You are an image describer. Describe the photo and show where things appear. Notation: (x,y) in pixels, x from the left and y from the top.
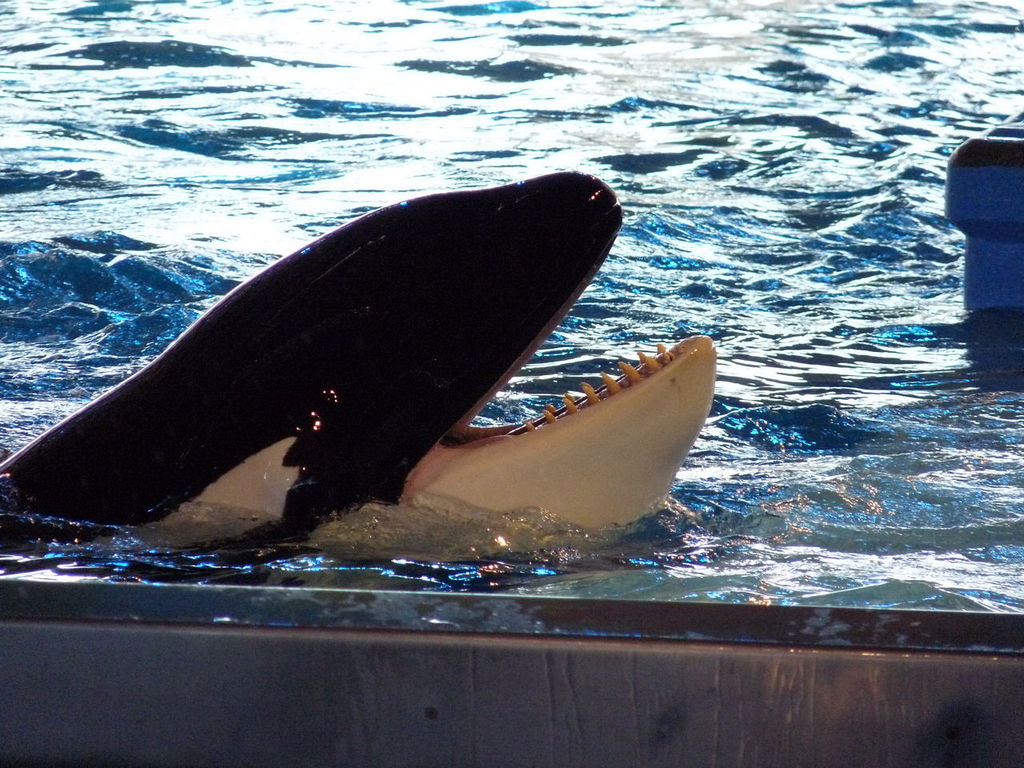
Here we can see water (373,578) and sea animal (392,456).
